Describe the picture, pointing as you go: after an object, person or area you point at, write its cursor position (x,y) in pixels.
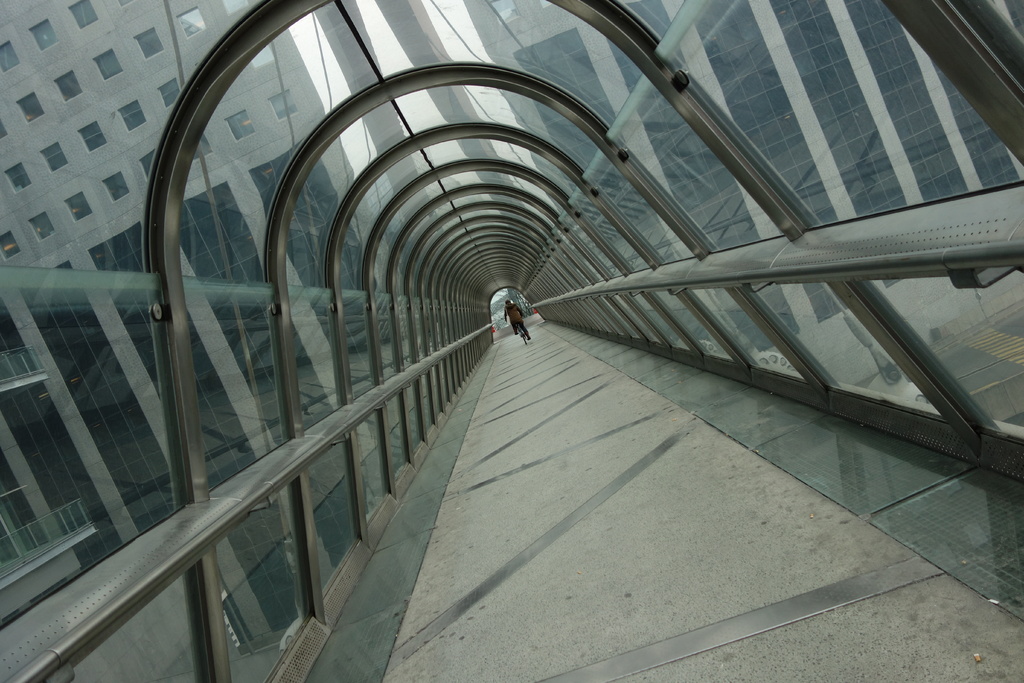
There is a person (514,328) riding bicycle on the floor (553,419) under a curved glass roof (312,151). Through the glass (131,164) we can see buildings (159,67), windows (151,52), fence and sky (386,75).
